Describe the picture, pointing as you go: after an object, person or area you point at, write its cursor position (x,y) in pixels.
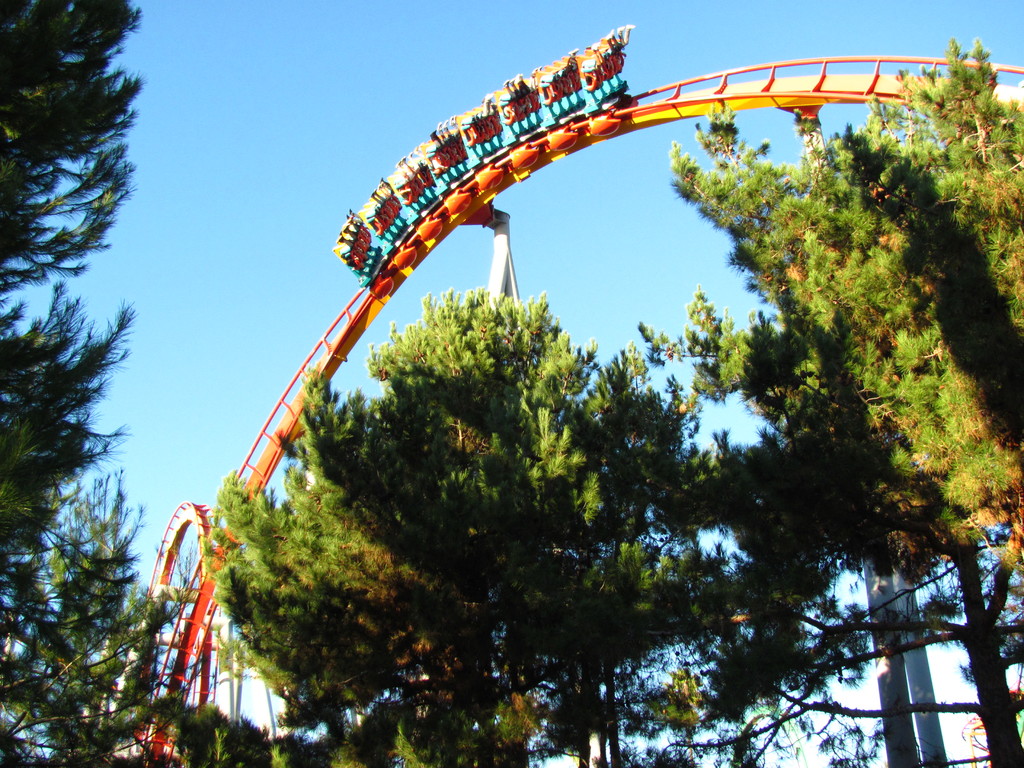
There is a roller coaster (531,124). Also there are many trees (475,451). In the background (369,78) there is sky (594,240).
